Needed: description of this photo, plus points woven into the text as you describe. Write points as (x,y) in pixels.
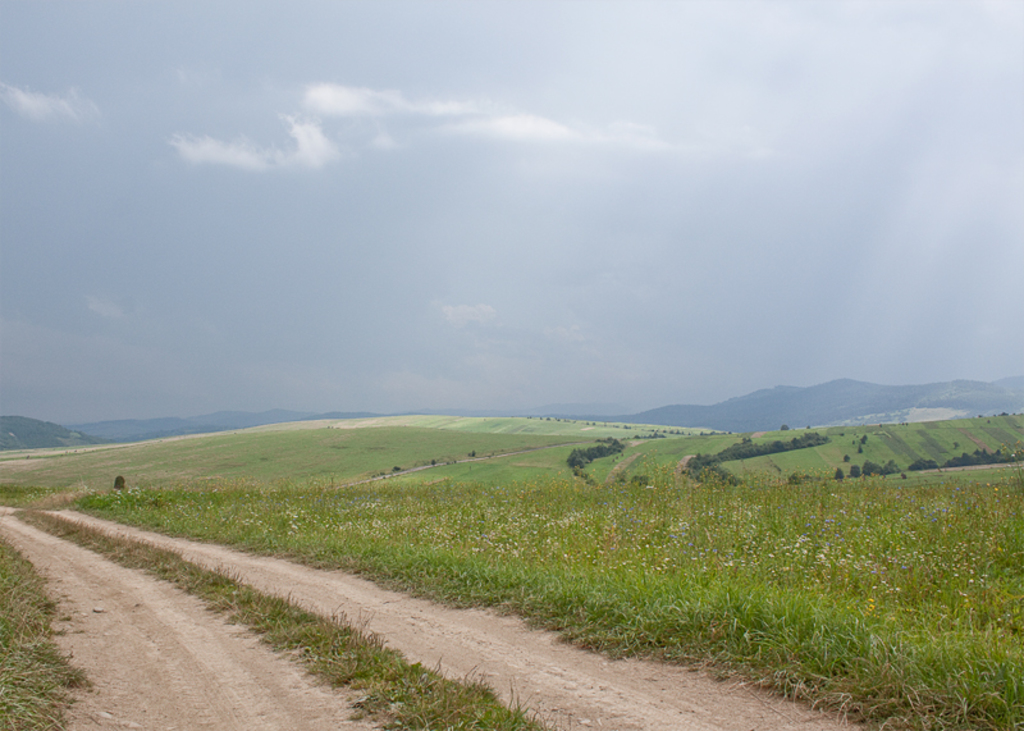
In this image we can see the road (261,728), grasslands (479,587), trees (967,462), hills (993,439) and the sky (434,261) with clouds (918,170) in the background (484,298).
